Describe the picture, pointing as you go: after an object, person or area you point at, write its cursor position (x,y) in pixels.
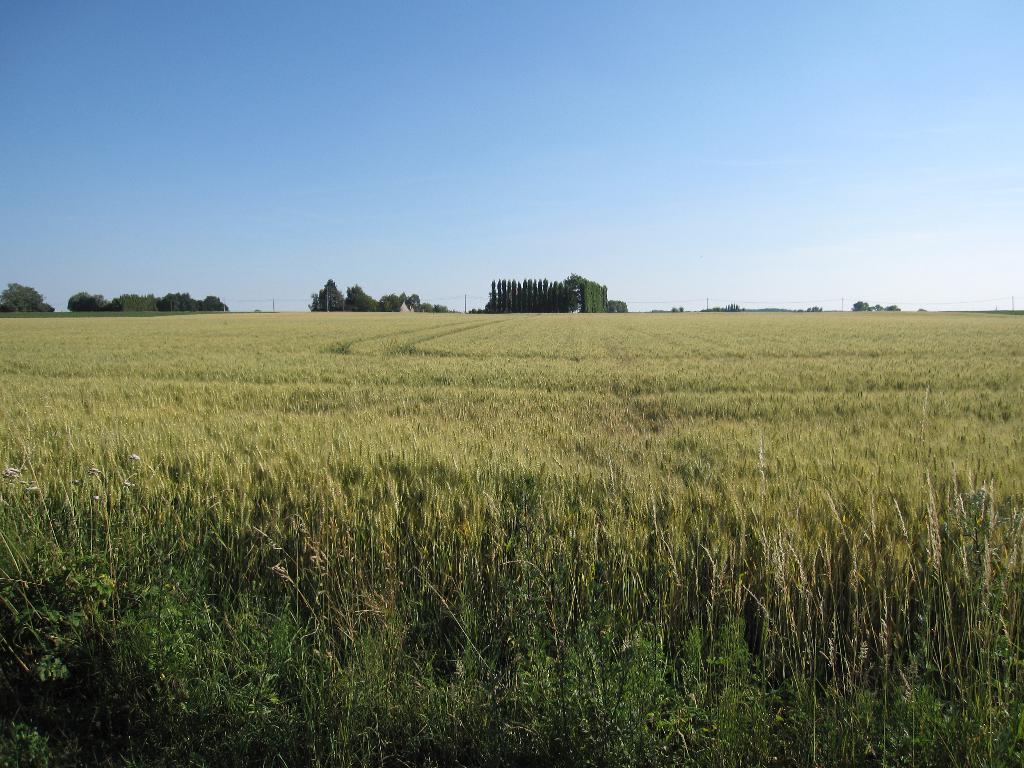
In the picture we can see a crop (535,579) with full of grass plants (720,662) and far away from it we can see trees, poles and sky (231,190).
